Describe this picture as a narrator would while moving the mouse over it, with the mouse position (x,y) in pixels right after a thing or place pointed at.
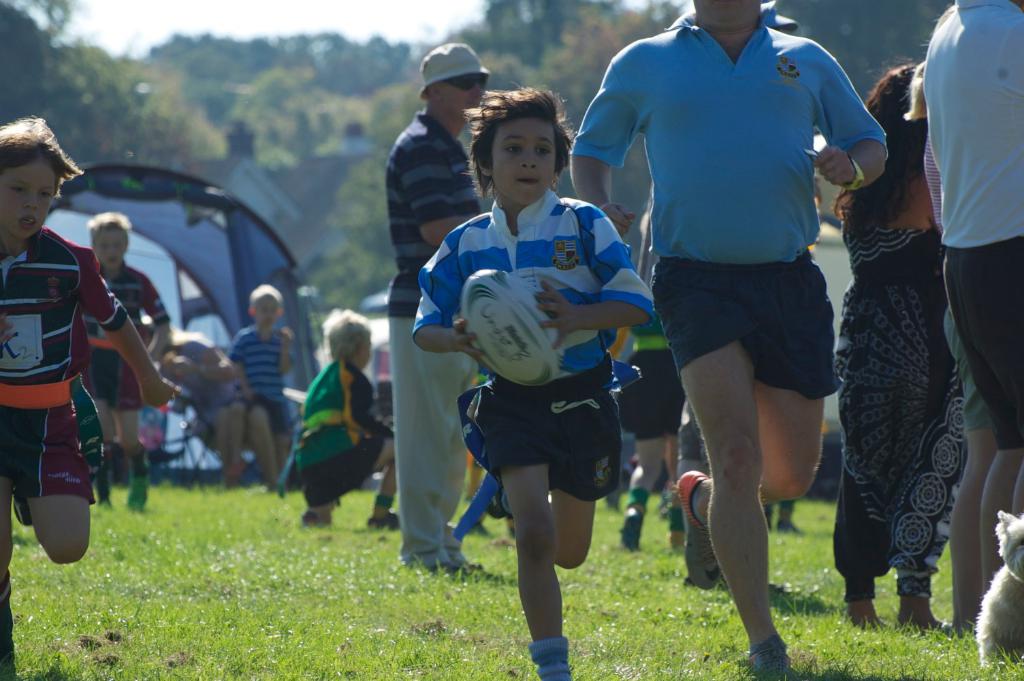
There is a boy (548,261) holding a ball (488,333) and running. In the back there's a boy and a person (680,178) is running. Also there are many people (928,330). On the ground (356,618) there is grass (565,602). On the right side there is an animal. In the background (311,86) there are trees (330,132).
